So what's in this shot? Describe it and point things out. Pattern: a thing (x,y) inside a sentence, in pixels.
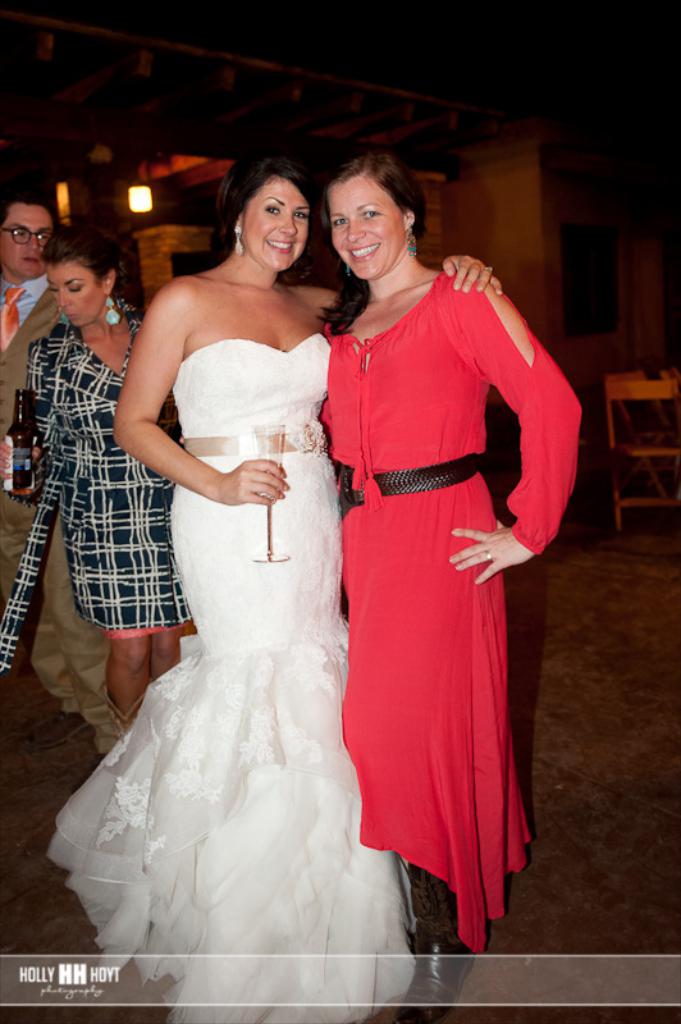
This picture shows few woman (143,472) standing and we see a woman (308,447) holding a glass (267,505) in the hand (260,497) and another woman (54,411) holding bottle (14,429) in her hand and we see light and a chair (605,392) and we see a watermark (86,1002) on the bottom left corner (67,961) and we see a man (42,253) standing and we see spectacles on his face (39,251).
